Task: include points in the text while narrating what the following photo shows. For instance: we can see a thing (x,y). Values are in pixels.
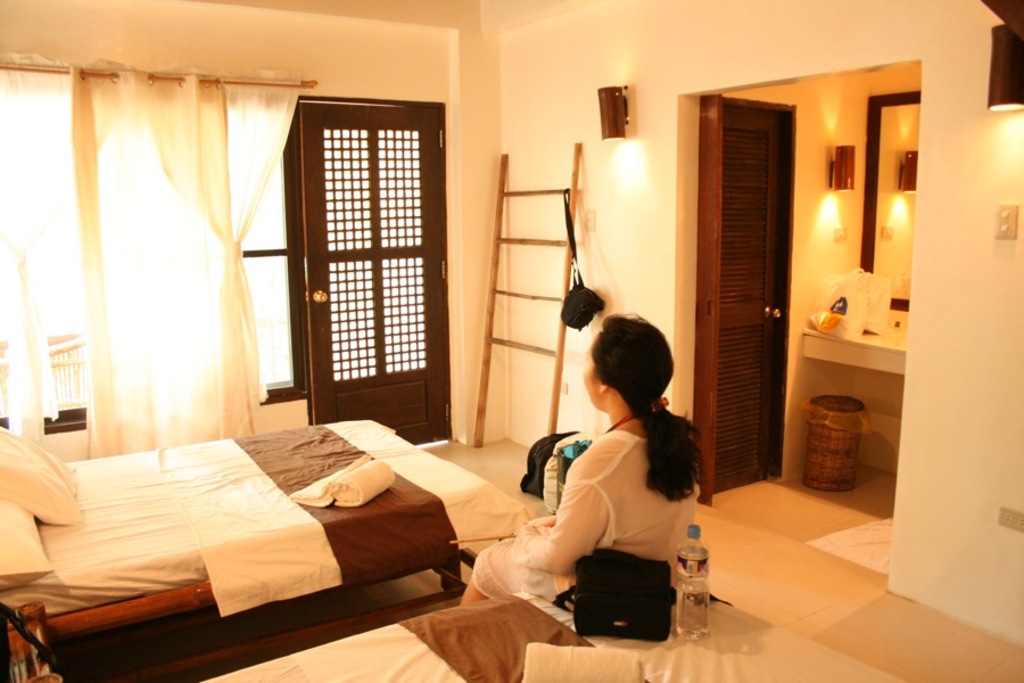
This image is taken inside a bedroom (878,620). There are two beds (397,657) in the image. There is a woman (554,577) sitting on the bed (428,675) and behind her there is a bag (633,604) and water bottle (690,606). On the bed (519,649) there are towels (574,662), bed sheets (200,532), blankets (239,507) and pillows (32,490). On the right side of the image (698,274) there is a door (742,336) and beside to it there is a wall lamp (844,175), mirror (891,224), covers (867,300) and a dustbin (841,423). In the image there is a ladder (535,242) and a bag (585,303) is hanging to it. In the background (538,144) there is wall (514,78), curtains (236,171), windows (273,309), doors (366,334) and wall lamps (614,118) hanging on the wall (967,66).
